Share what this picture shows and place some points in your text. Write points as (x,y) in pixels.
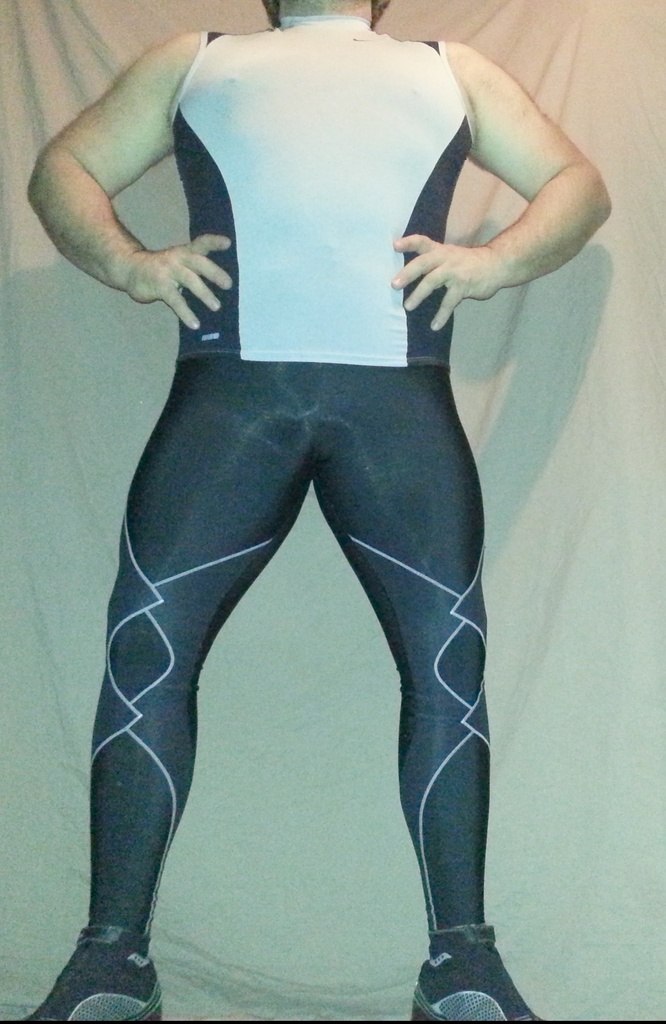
In this image I can see the person (371,483) is wearing black and white color dress (381,530) and shoes (430,993). Background (614,491) is in white color.
